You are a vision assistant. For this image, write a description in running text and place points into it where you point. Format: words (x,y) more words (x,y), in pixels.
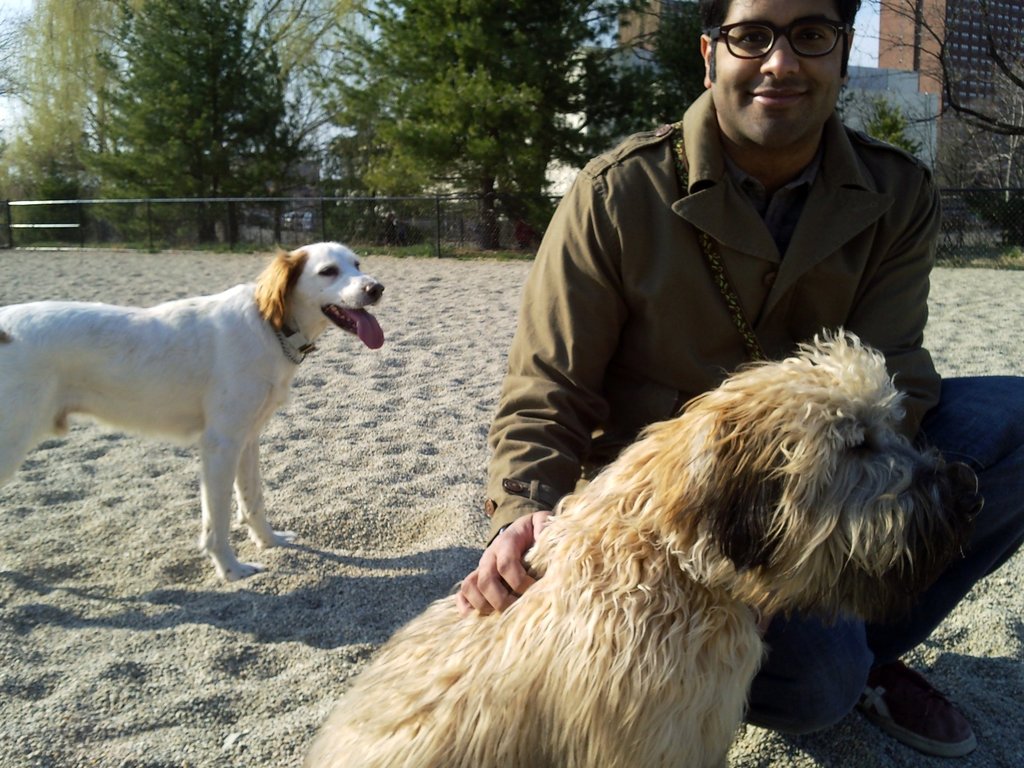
In this picture I can see two dogs (110,381) and a man (790,247). The man (790,247) is wearing a spectacle (802,41), a coat (680,311), jeans (891,647) and shoes (880,677). In the background (414,219) I can see a fence (440,206), buildings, trees (486,70) and the sky (367,38).
